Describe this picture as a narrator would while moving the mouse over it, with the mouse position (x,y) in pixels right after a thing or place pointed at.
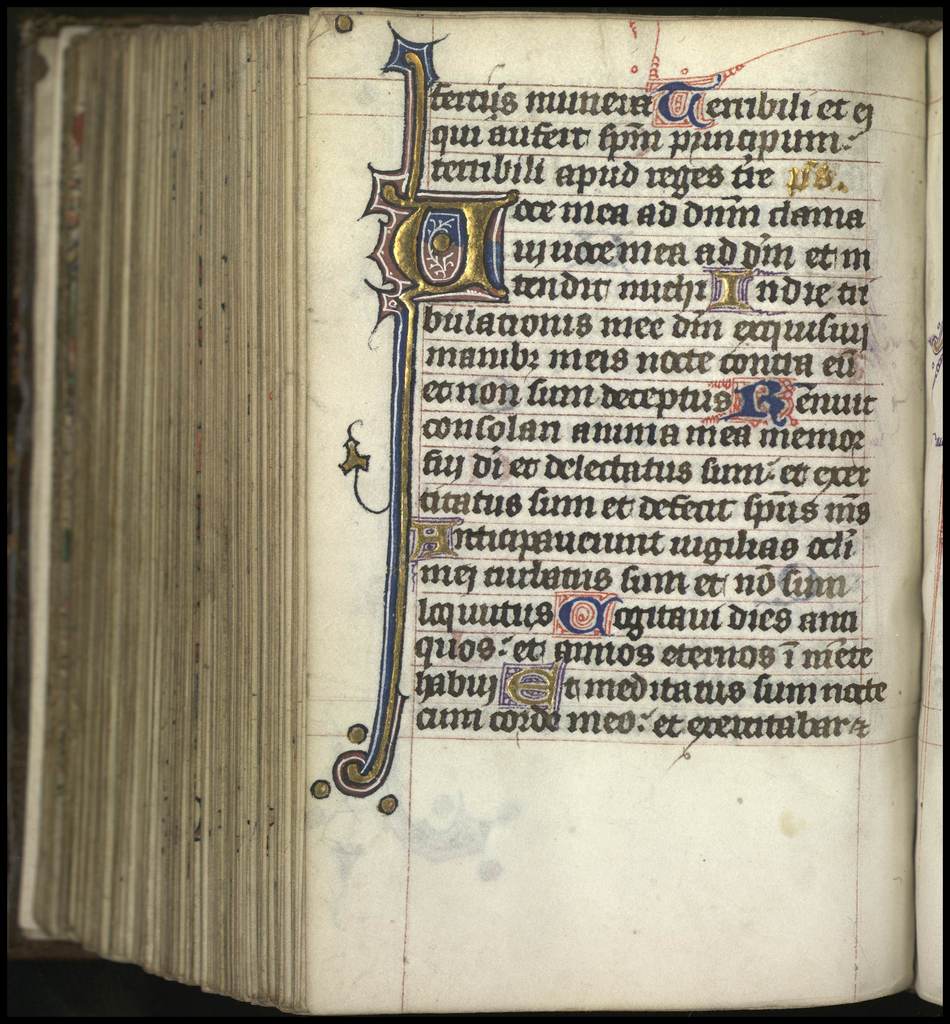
In this image we can see a book (361,389) and there are texts (552,389) written on a page (429,584).
